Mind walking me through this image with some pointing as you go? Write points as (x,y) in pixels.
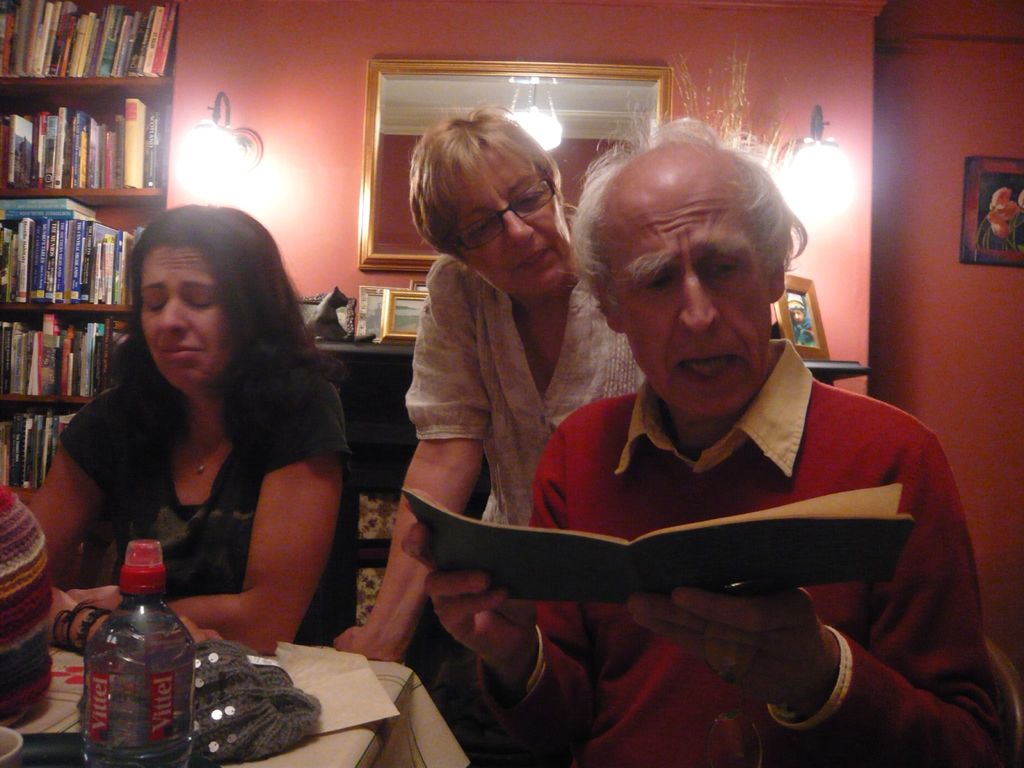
In this image, I can see the woman (202,351) and a man (677,592) sitting. Here is another woman (527,405) standing. This man (647,630) is holding a book (770,547). I can see a table (347,738) with a bottle (150,648), caps (237,689), paper (321,723) and few other things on it. I can see the lamps (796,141), a photo frame (992,248) and a mirror (374,98) attached to the walls (844,257). These are the books (86,114), which are kept in the racks (135,224). Here is another table (361,357) with the photo frames (806,311).
